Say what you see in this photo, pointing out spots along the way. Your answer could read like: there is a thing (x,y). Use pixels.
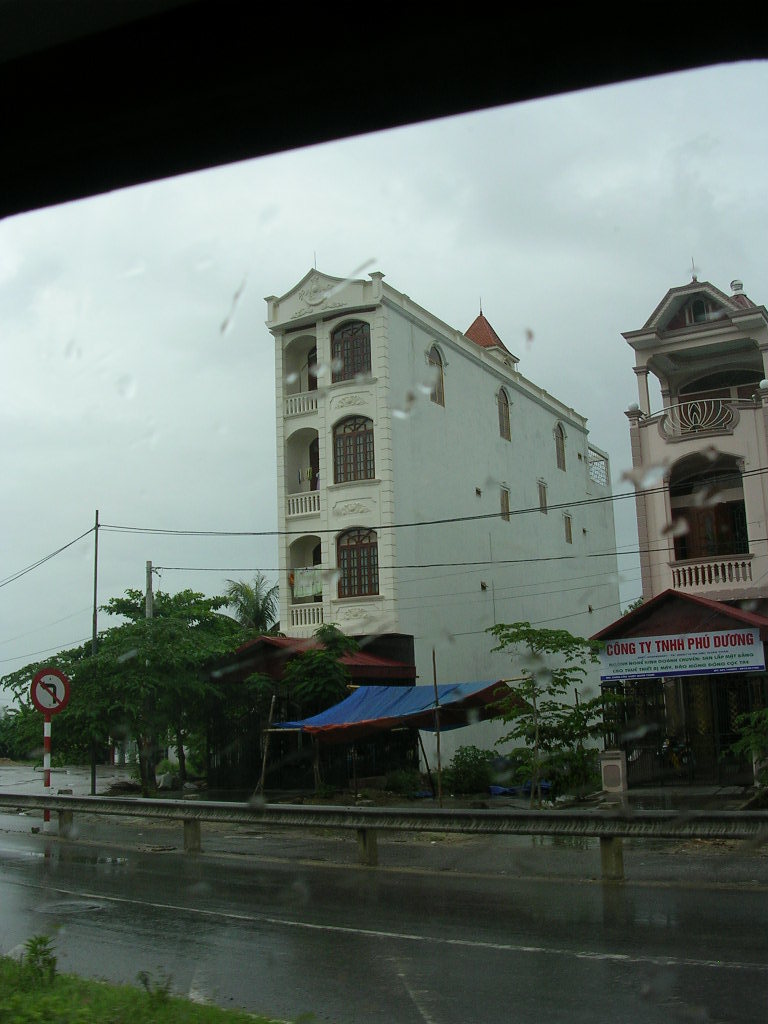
In this image at the bottom (73,916) we can grass (169,1019), plants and road (595,923). In the background (249,695) we can see divider (608,822), trees (562,750), plants (767,731), buildings (586,494), railings (720,587), windows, tent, hoarding (676,638), sign board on a pole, wires (539,558), poles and clouds (542,338) in the sky (552,356). At the top (15,164) the image is dark.
